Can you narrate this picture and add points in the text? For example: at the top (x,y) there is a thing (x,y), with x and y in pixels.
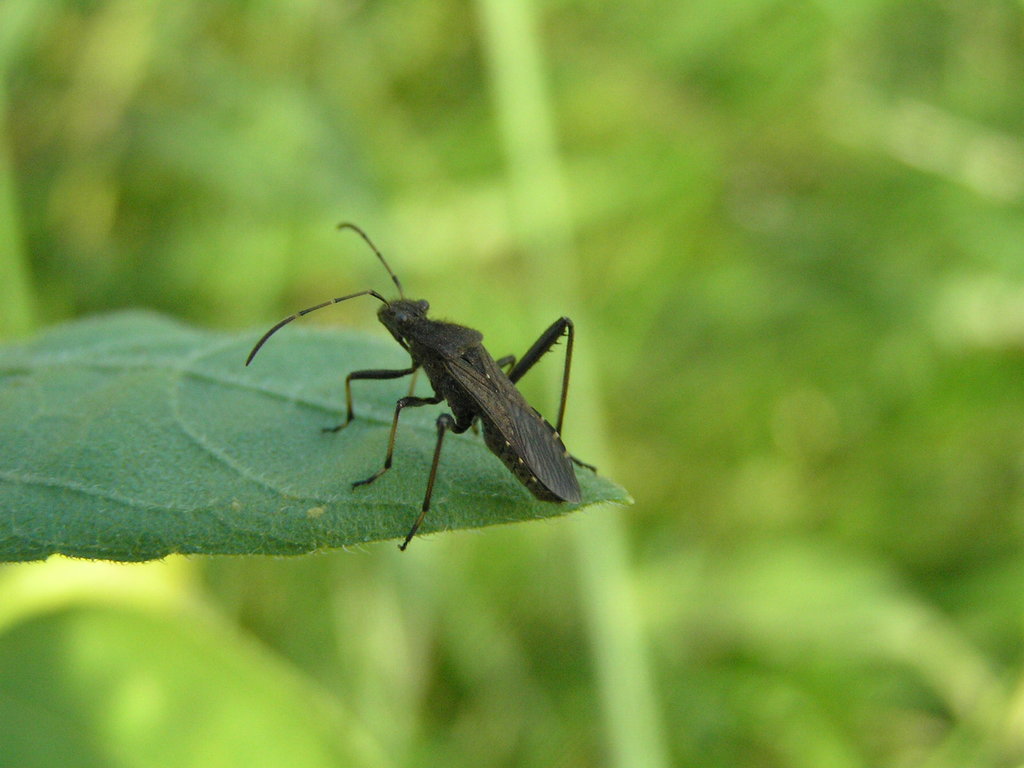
In this picture we can see an insect (405,308) on the leaf (256,492).
